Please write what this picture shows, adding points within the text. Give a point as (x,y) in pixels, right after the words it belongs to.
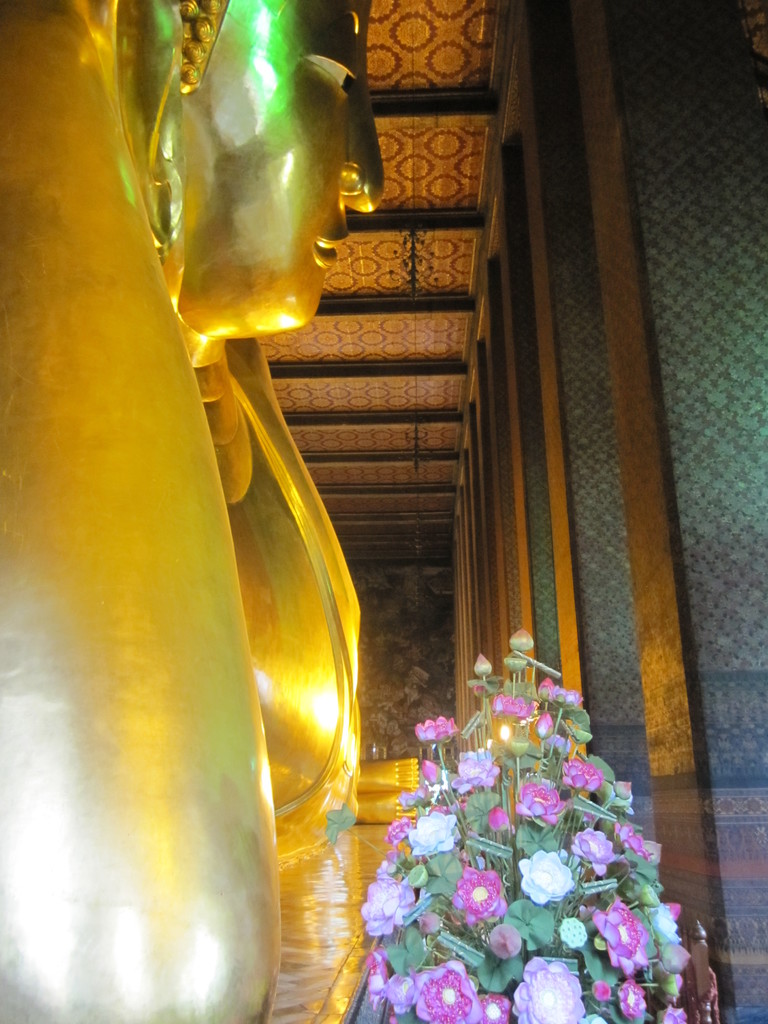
In this image on the left side (95,348) we can see a statue (93,712) and on the right side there is a flower bouquet (509,1021). In the background (692,340) we can see patterned walls (586,473) and objects (418,97) on the ceiling (408,296).
